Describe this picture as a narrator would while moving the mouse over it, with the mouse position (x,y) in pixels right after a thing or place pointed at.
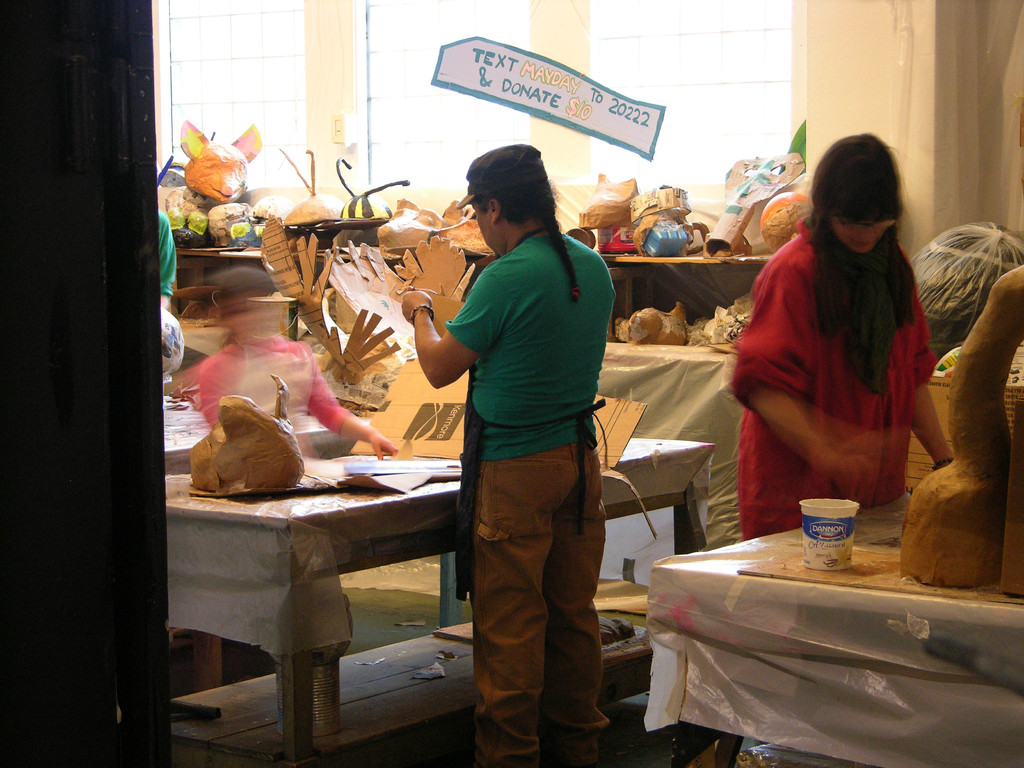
In this picture we can see two woman (595,382) and one girl (272,353) standing and in front of them there is table (293,515) and on table (748,556) we can see glass (815,535), cardboard sheet (437,442) beside to them we have toys (394,241), wooden structures (372,269), sticker (625,139) to window (715,66), pillar (567,135).
